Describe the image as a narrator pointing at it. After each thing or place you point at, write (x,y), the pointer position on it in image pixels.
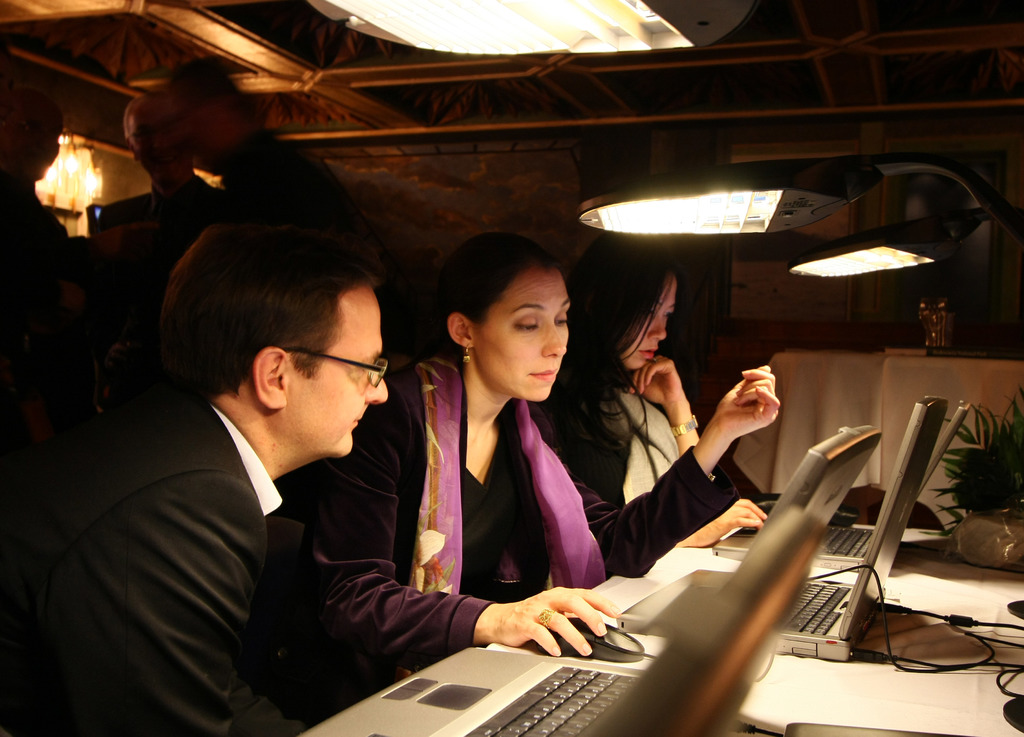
In this picture I can see three people (476,497) operating laptops (751,560). I can see light arrangement (565,45) on the roof (620,116).
